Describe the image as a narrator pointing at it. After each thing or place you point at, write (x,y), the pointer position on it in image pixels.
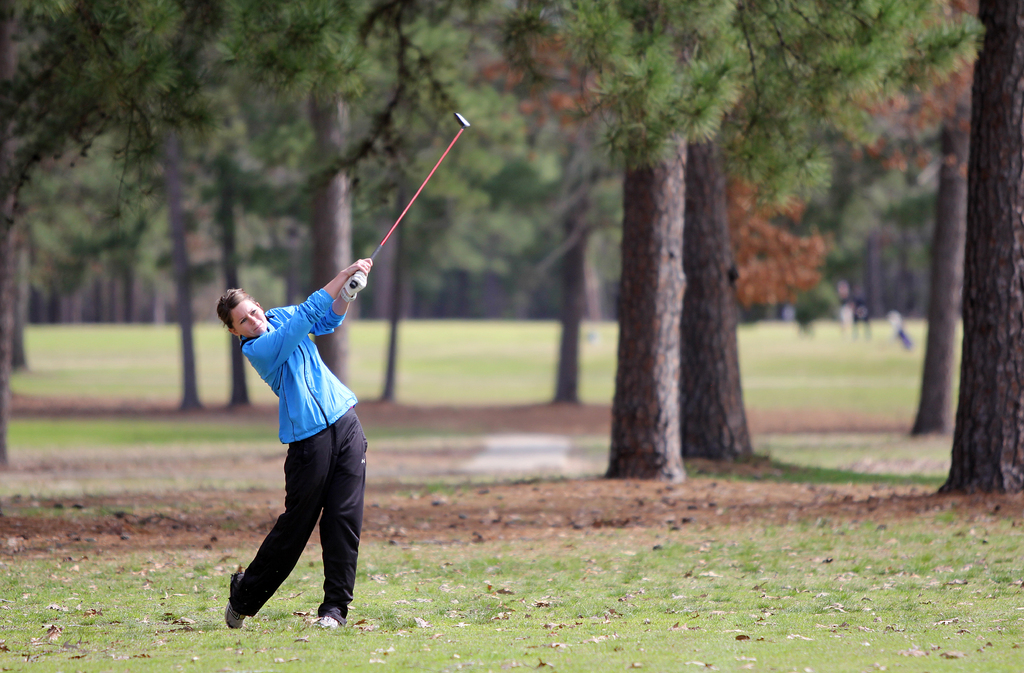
In this image we can see a girl (327,405) is standing and holding a golf bat (389,234) in her hands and there is grass (463,632) on the ground (90,635). In the background (820,258) the image is blur but we can see trees (815,186) and objects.
